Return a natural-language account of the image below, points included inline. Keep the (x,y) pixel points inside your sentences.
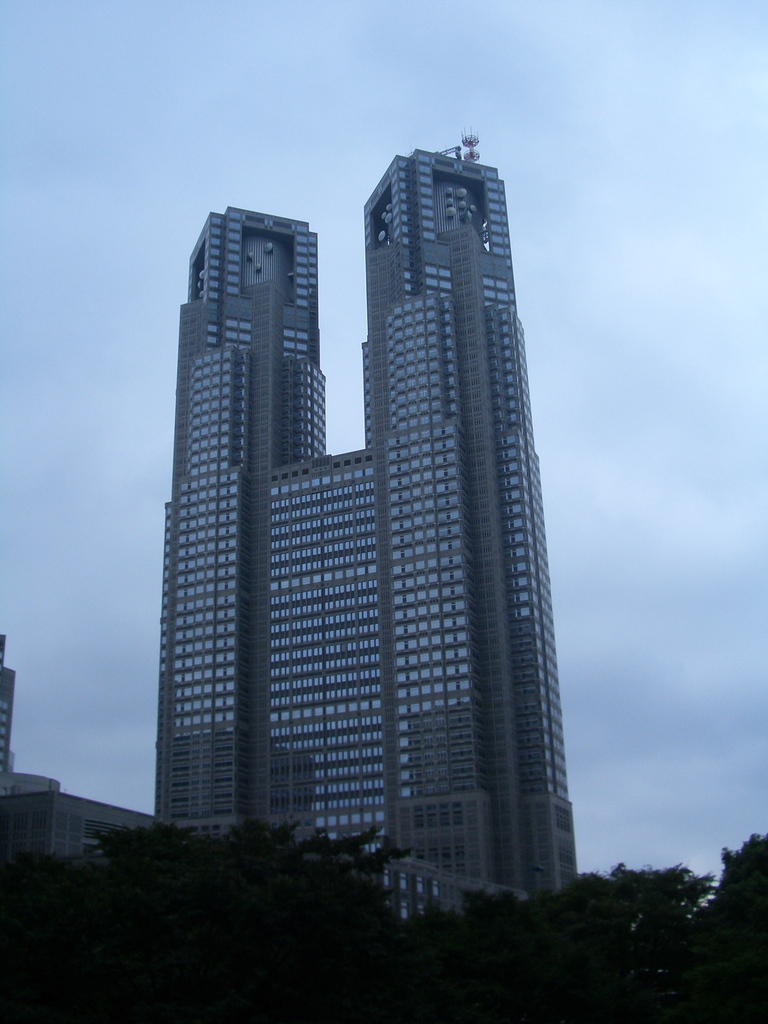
At the bottom (436,975) there are trees (595,927). In the background (245,634) there are buildings (239,603), windows (232,291) and some items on the buildings (435,244) and we can see clouds (345,296) in the sky (345,296).
